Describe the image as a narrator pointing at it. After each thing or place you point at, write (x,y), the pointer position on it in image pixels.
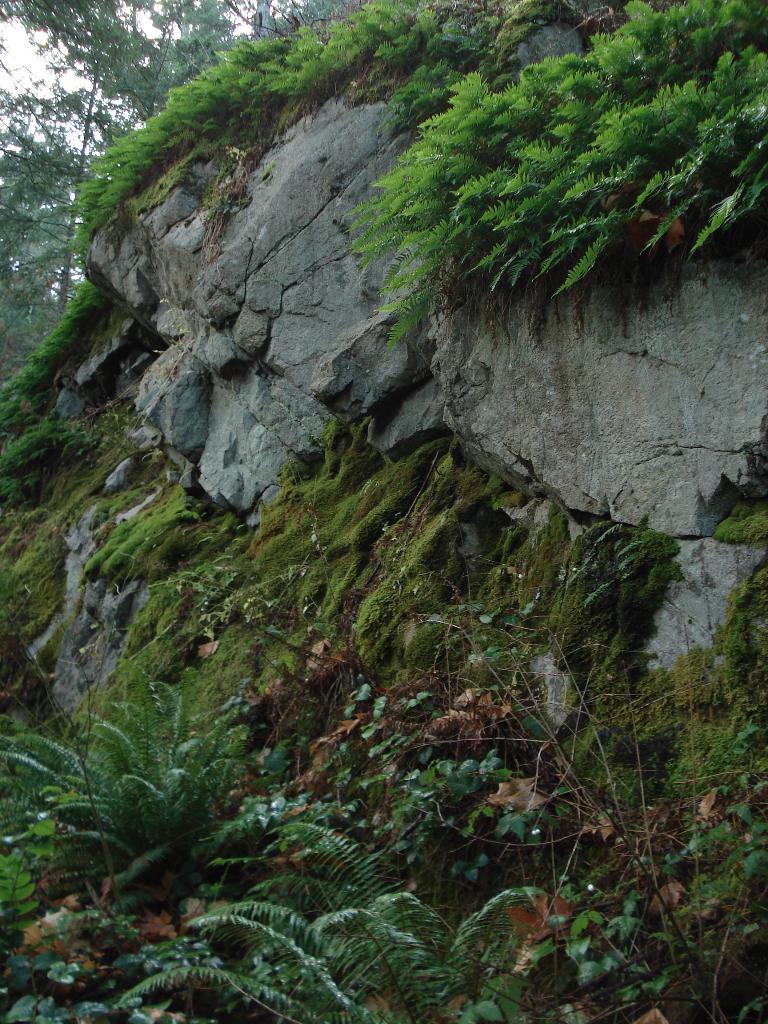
In this image there is a rock (661,330) having grass (264,531), few plants (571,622) on it. Bottom of image (186,900) there are few plants (187,928). Left top there are few trees (94,77).
